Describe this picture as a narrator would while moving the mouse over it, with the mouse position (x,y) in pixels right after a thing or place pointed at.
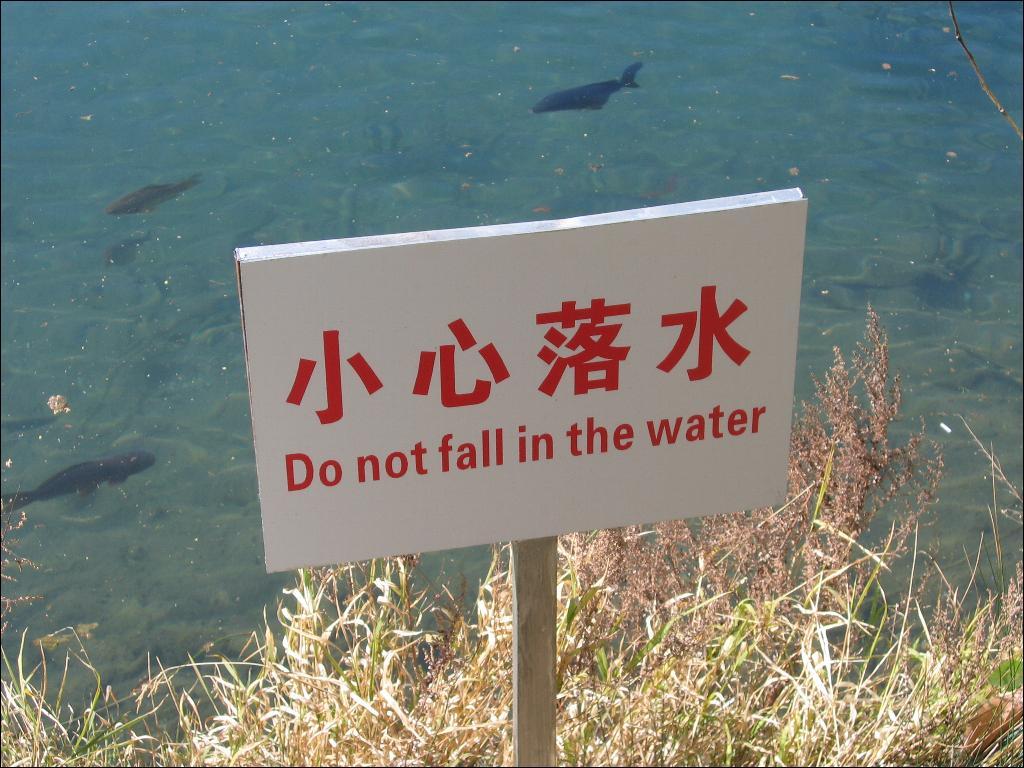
In this picture there is a board (460,339) which is attached to this wooden stick (519,588). On the bottom (457,661) we can see grass (223,703). In the background (888,119) we can see many fish (599,99) in the water (701,92).
